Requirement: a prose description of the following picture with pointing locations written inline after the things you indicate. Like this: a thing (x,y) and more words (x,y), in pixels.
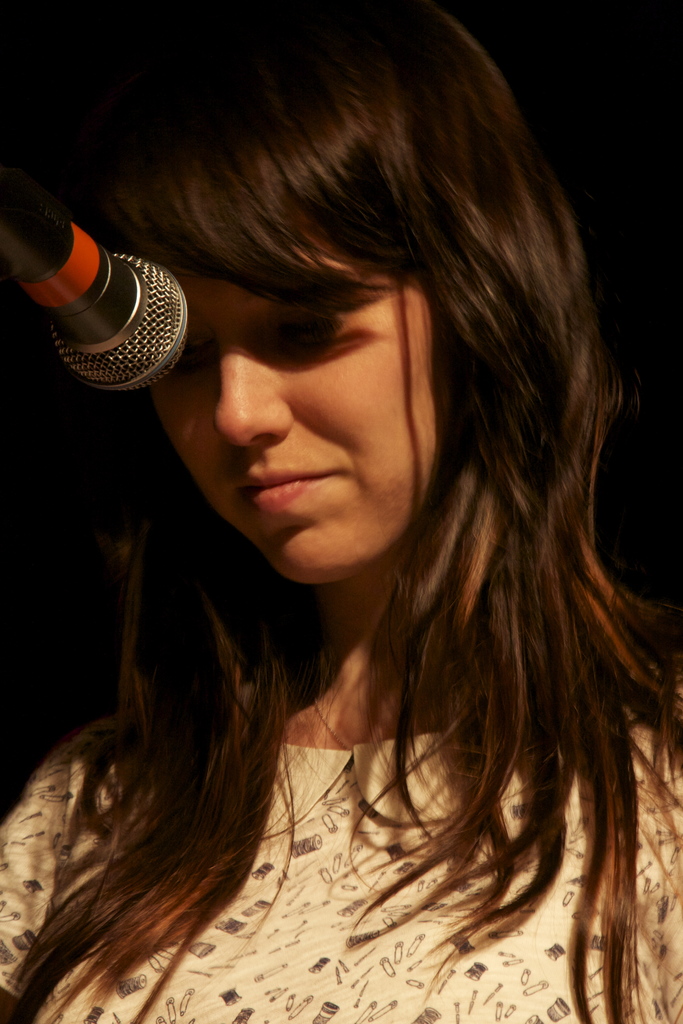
In this picture I can see there is a woman (462,320) standing and there is a microphone (113,354) in front of her.
